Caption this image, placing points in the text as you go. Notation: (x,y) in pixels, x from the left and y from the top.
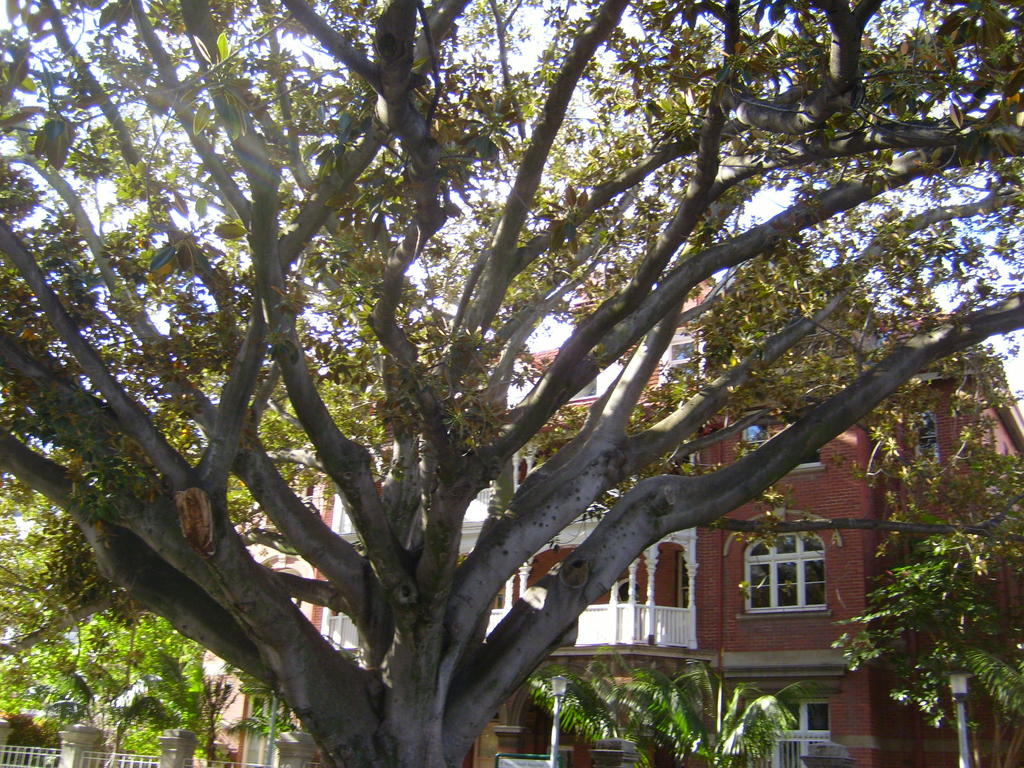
In this image I can see few trees (201,357) in green color. In the background (870,505) I can see the building (750,504) in brown and white color and the sky (456,59) is in white color.
